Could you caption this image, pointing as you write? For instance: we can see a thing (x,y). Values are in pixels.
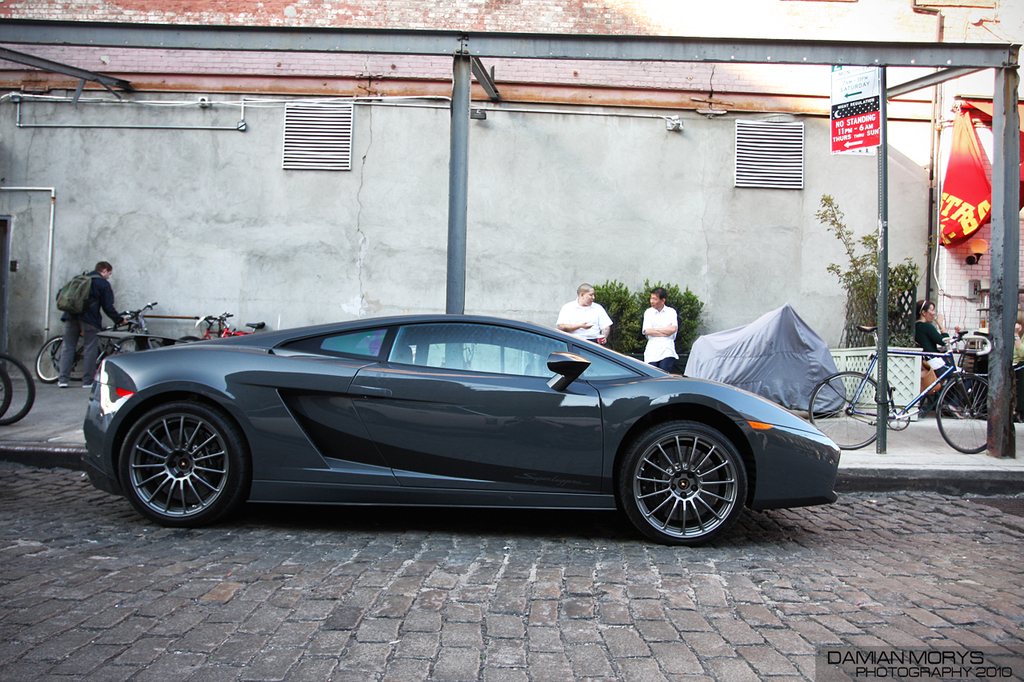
This image is taken outdoors. At the bottom of the image (252,592) there is a road (515,594). In the background (440,231) there is a wall (580,196) with two ventilators (305,161) and there are a few pipelines (320,102). There are a few iron bars (499,57) and there is a board (835,102) with a text (844,104) on it. In the middle of the image (407,397) a car (326,416) is parked on the road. Two men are standing on the sidewalk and a few bicycles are parked on the sidewalk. A man (72,339) is holding a bicycle (123,314). There is a plant (619,345). On the right side of the image (975,184) there is a banner (954,187) with a text (974,206) on it. A woman (938,338) is sitting on the chair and there is a table (973,355) with a few things (967,347) on it.
